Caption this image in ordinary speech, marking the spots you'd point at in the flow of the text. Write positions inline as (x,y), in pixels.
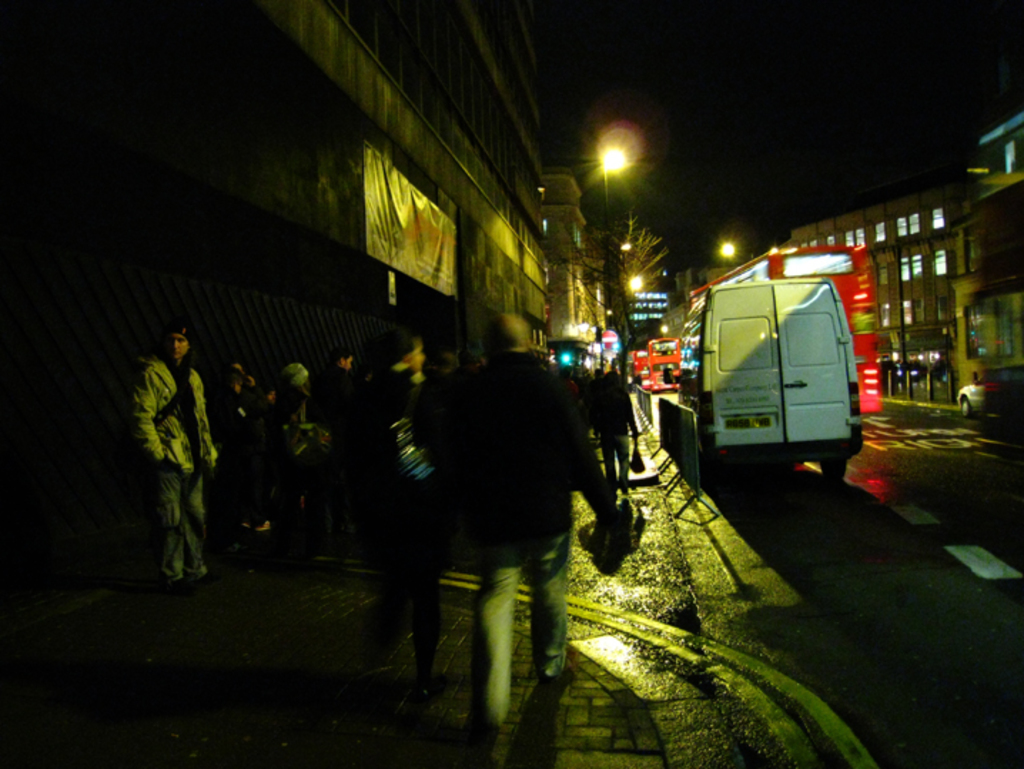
There is a road (884,637). On the road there are vehicles (757,387). Near to the road (655,395) there are barricades (695,414). There is a sidewalk (288,602). On the sidewalk (288,602) there are many people (487,434). Also there are buildings (921,274) with windows (921,274). In the back (635,273) there are lights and tree (614,262). In the background (810,105) it is dark.
